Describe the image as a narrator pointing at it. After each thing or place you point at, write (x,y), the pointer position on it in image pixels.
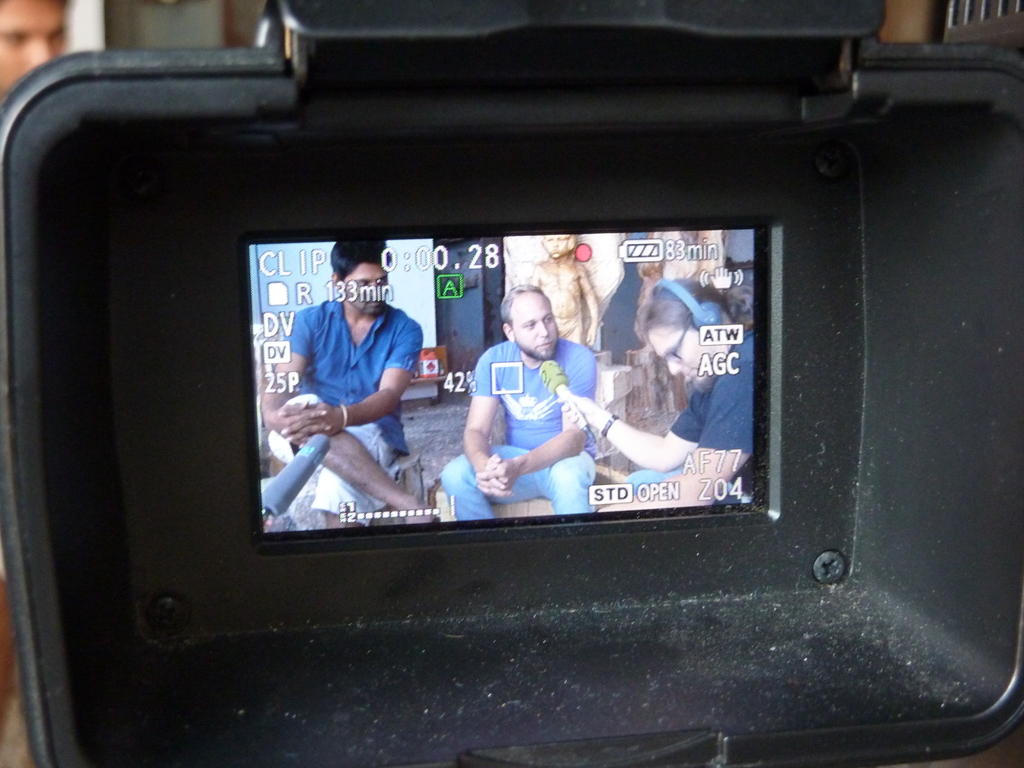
This image contains a camera (400,171) having a screen (530,383). On the screen (535,395) there are few persons (519,438) sitting on the floor (424,414). A person (679,456) wearing headsets (695,306) is holding a mike (549,376). Left bottom of the screen (291,480) there is a mike (312,460). There is a statue (575,297) near the wall (626,294). Behind the camera (204,62) there is a person (43,23) at the left top of the image (50,19).
